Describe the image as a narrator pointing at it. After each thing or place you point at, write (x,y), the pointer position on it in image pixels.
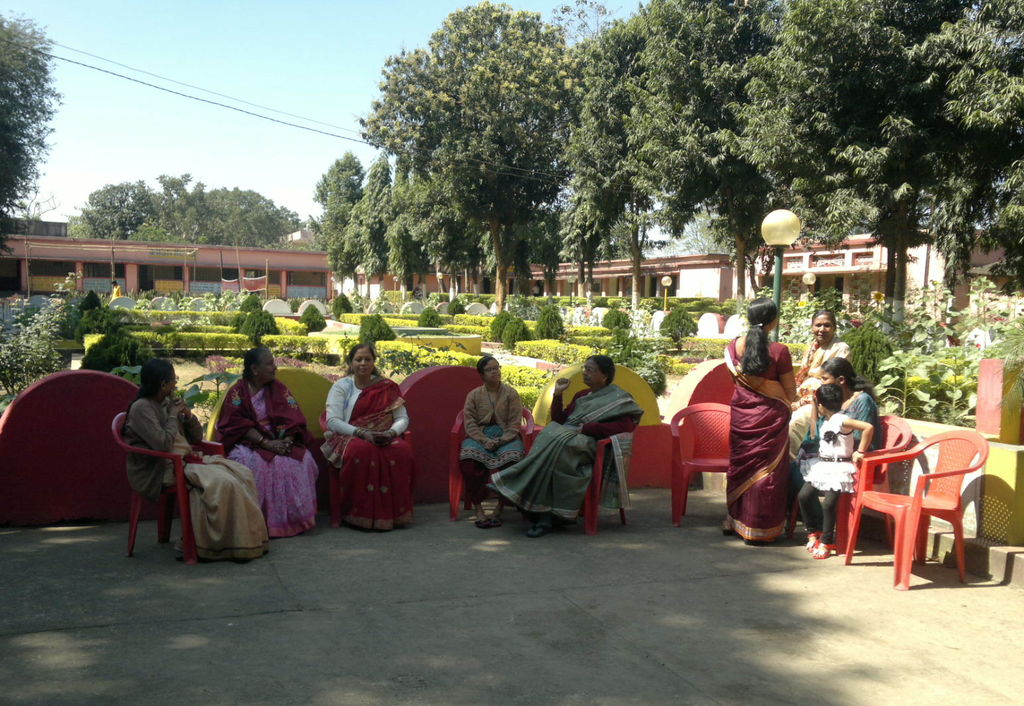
This is a picture taken in the outdoors. It is sunny. There are a group of people (541,435) sitting on chairs (877,463). Behind the people (764,436) there is a pole (776,274), bushes (236,309), building (720,274), tree (630,133) and sky (211,82).
